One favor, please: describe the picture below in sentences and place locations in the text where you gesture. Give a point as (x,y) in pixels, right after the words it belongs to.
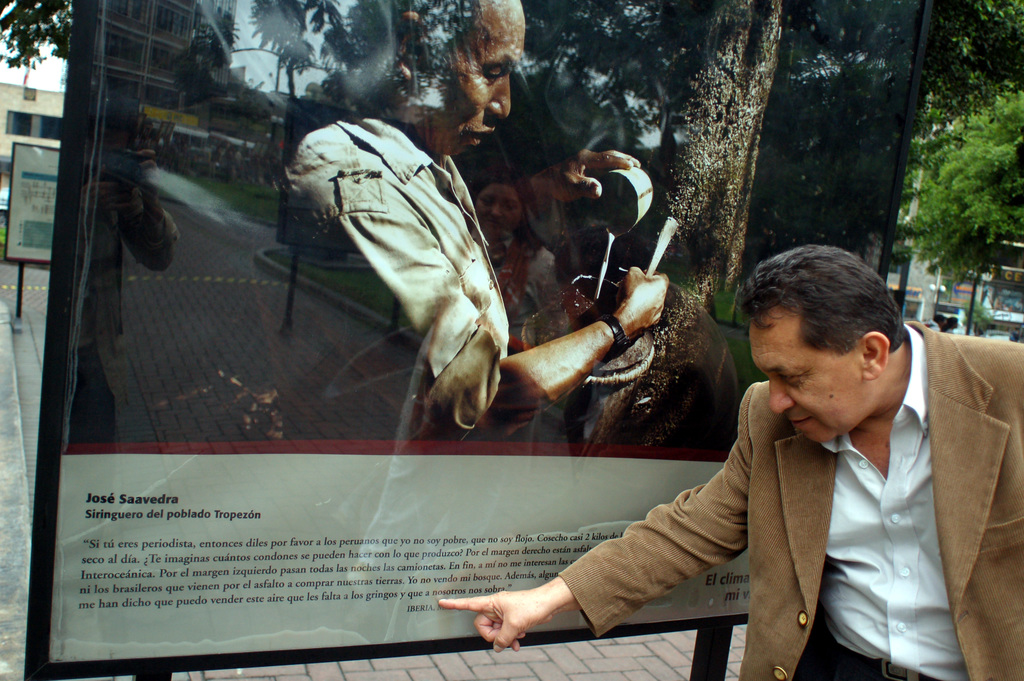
In this picture I can see a man (815,354), there are boards (55,601), buildings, and there is a reflection (549,113) of two persons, trees (300,55) and the sky (437,87) on the board (145,387).
